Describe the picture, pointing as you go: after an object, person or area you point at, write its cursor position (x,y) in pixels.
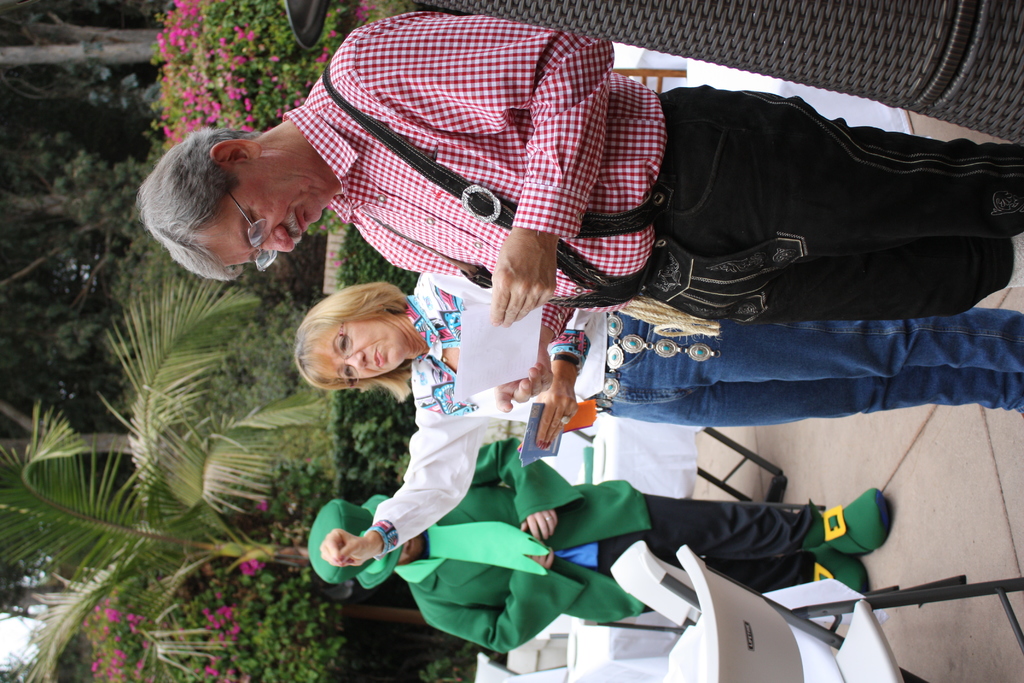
In this image I can see three people (633,347) are standing on the ground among them these two people (517,265) are holding some objects (502,326) in hands (499,395). In the background (189,389) I can see trees (177,456), flower plants (298,493), chairs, tables (592,645) and other objects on the ground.
